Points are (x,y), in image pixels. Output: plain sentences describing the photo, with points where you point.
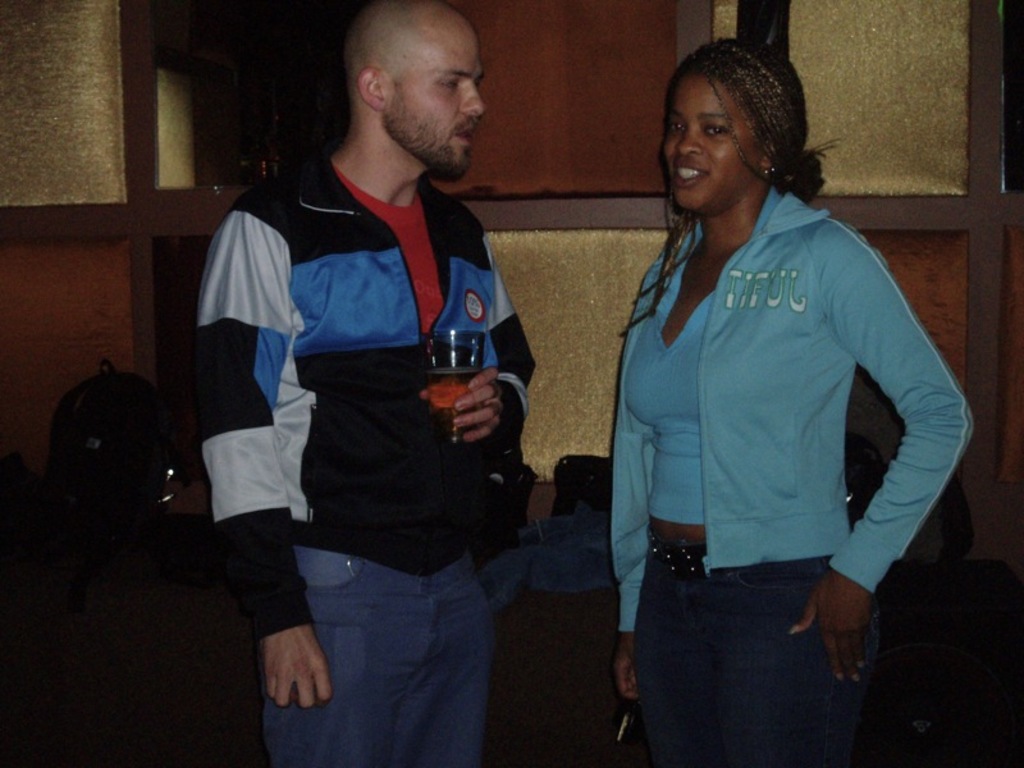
In this picture we can see a man (331,213) holding a glass (466,368) with his hand (470,385) and in front of him we can see a woman (662,304) smiling and in the background (104,459) we can see a bag (100,423), wall (126,204) and some objects (577,524).
